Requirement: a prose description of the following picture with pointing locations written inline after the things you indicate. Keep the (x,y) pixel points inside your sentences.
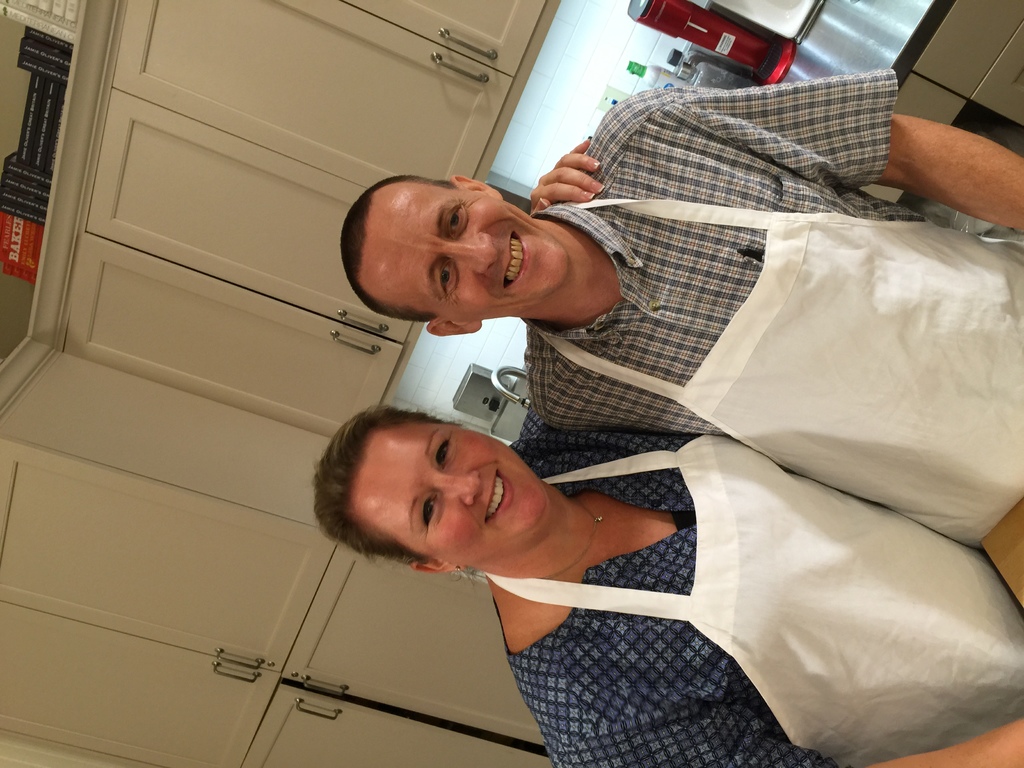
In the picture we can see man (640,411) and woman (635,523) standing together wearing chef suits (706,553) and posing for a photograph and in the background (171,259) there are some cupboards (358,409), some bottles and other things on surface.
